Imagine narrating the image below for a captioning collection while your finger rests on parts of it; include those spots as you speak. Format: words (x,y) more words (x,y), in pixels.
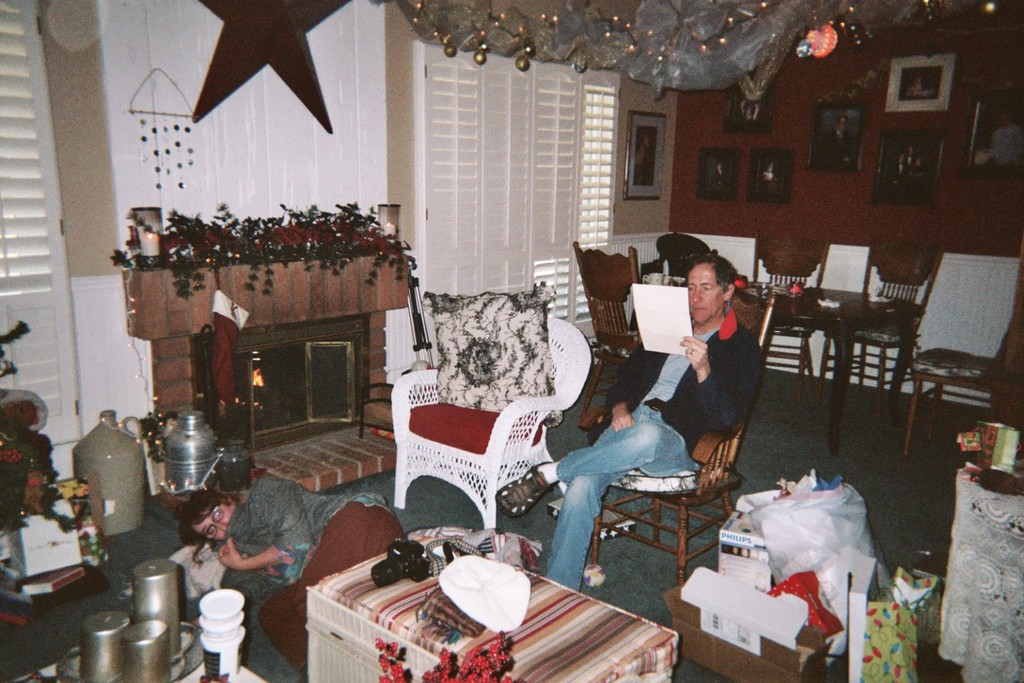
In the middle of the image (588,445) a man (739,367) is sitting on a chair (738,305) and reading a paper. Bottom left side of the image (269,480) there is a woman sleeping on the floor (393,503). Bottom middle of the image (426,566) there is a table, On the table (399,596) there is a camera (403,562). Top right side of the image (826,69) there is a wall (948,210), on the wall (955,192) there are some frames (818,134). Left side of the image (204,222) there is a plant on the wall (294,179).
